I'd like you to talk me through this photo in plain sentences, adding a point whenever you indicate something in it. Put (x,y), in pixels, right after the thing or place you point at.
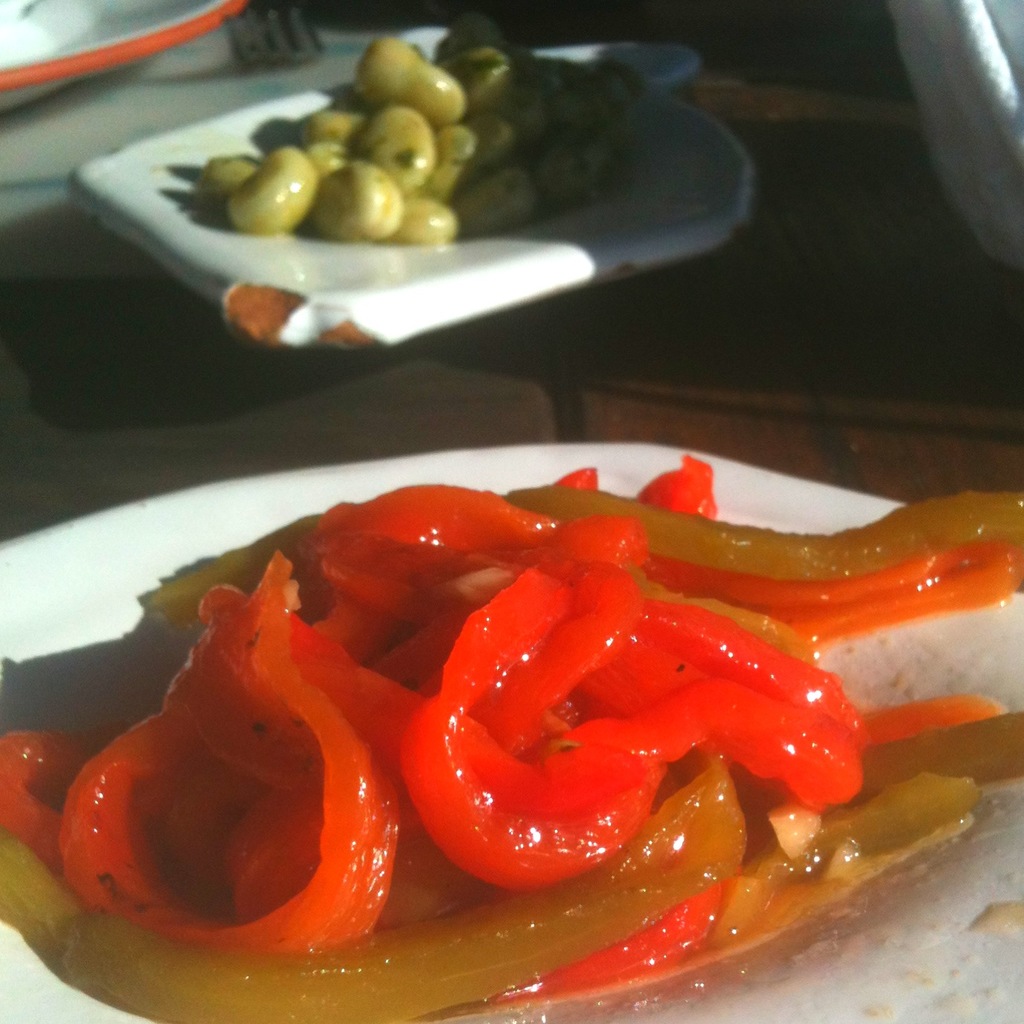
In this picture we can see some different types of food items (639,677) are placed in one place.
